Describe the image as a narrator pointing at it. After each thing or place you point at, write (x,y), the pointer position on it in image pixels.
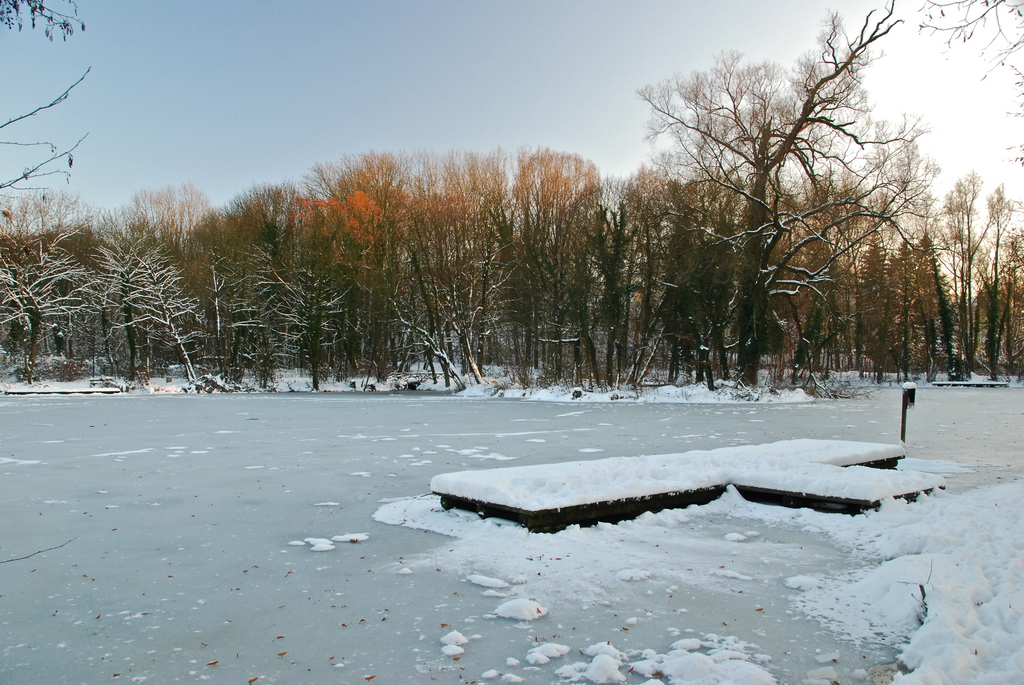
In this picture we can see a place (865,410) covered with snow (916,460) and surrounded by trees (413,229). Here the sky (239,113) is blue.
